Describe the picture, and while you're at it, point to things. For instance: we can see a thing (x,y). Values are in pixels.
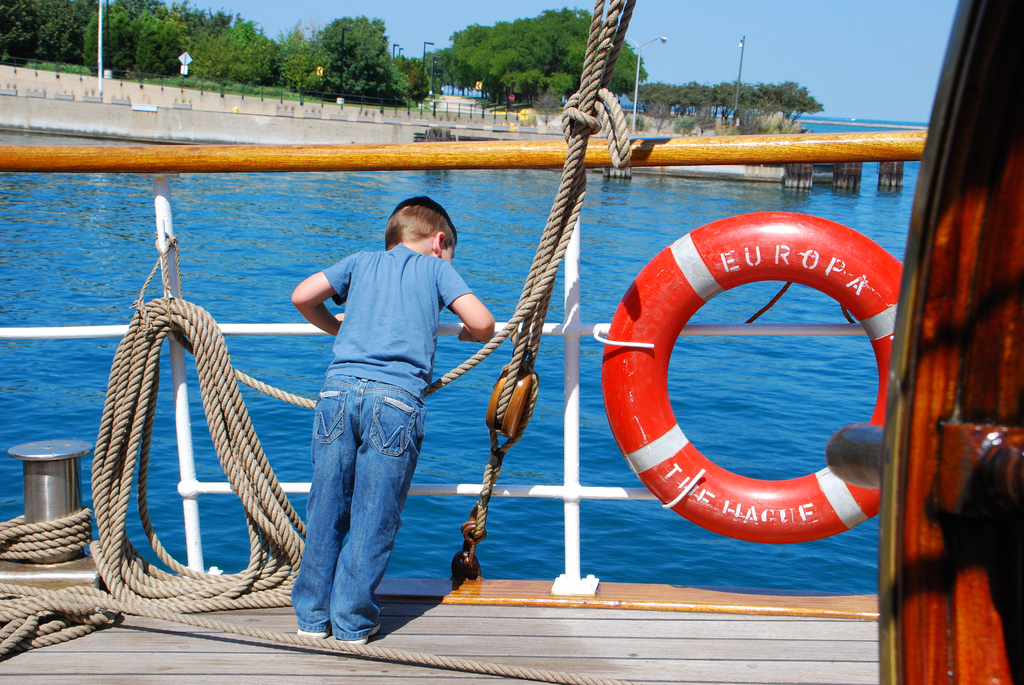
In this picture I can see a person (414,359) standing on the wooden surface (408,617). I can see the rope (221,464) on the left side (233,403). I can see a swimming tube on the right side (690,294). I can see water (331,235). I can see the metal grill fence (276,327). I can see trees (390,86). I can see light poles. I can see the sky (714,76).
